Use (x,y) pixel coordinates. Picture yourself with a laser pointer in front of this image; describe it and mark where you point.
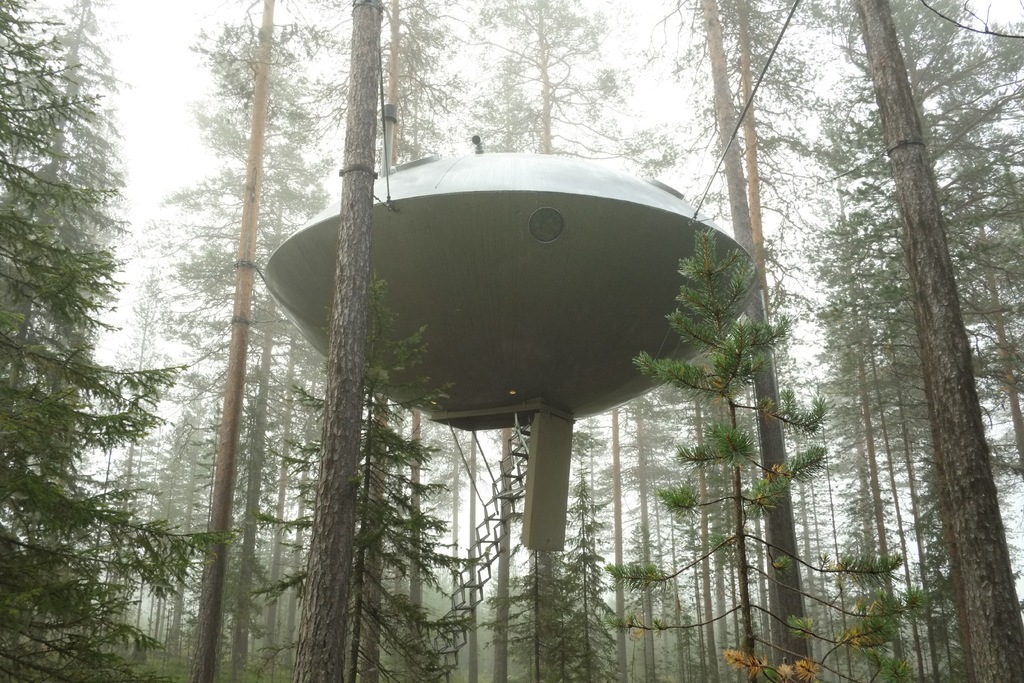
It is an object (439,249) in the shape of an oval, it has stairs (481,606) and there are trees (501,564) in this image.
